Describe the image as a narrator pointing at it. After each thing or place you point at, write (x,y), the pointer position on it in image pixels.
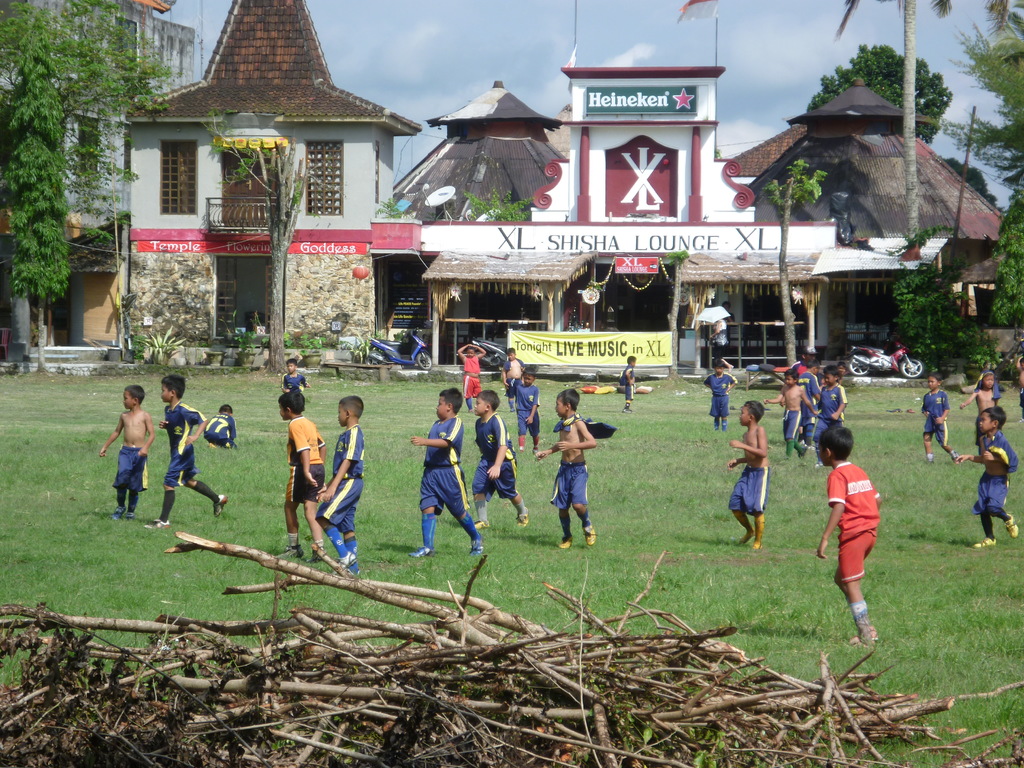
In this image we can see many children (825,556) are playing on the ground (754,577) and also there are so many grasses (858,393) on the ground (375,470).
